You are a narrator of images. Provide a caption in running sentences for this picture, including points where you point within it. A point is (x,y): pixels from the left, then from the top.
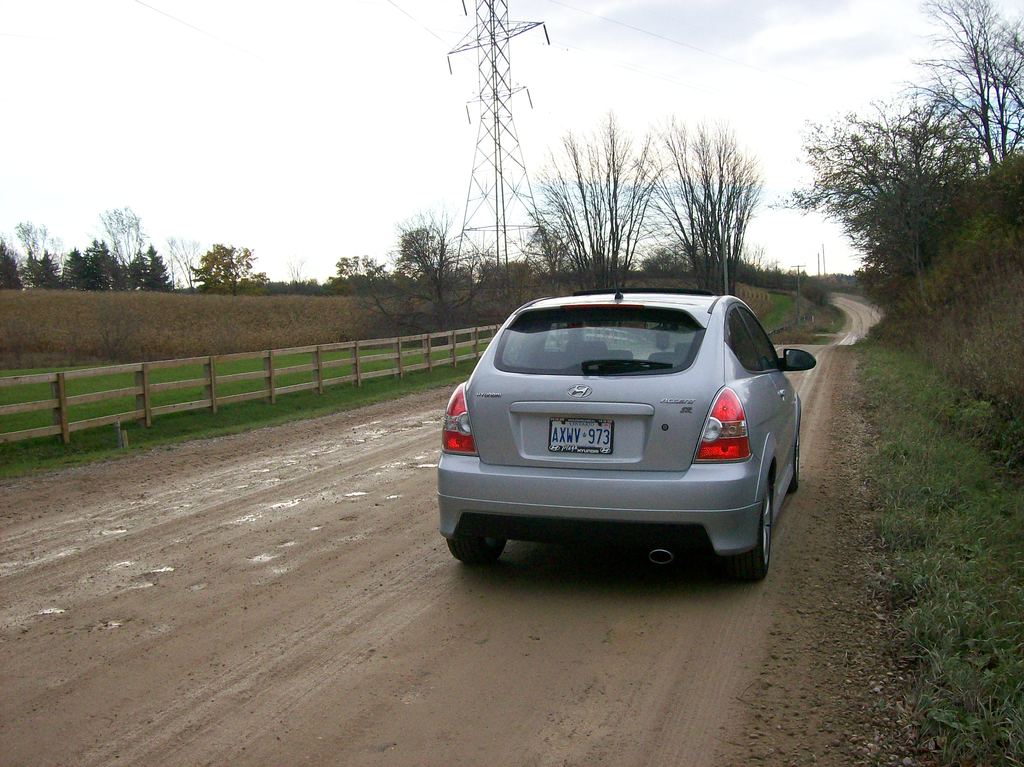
In this image we can see one antenna (498,50) with some wires (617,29), some poles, so many big trees (836,173), plants (353,301), bushes (932,341) and grass (928,361) on the ground (45,372). There is one fence (319,373) near to the road (849,311), one car (550,315) on the road (570,690) and at the top (805,240) there is the sky (651,44).
